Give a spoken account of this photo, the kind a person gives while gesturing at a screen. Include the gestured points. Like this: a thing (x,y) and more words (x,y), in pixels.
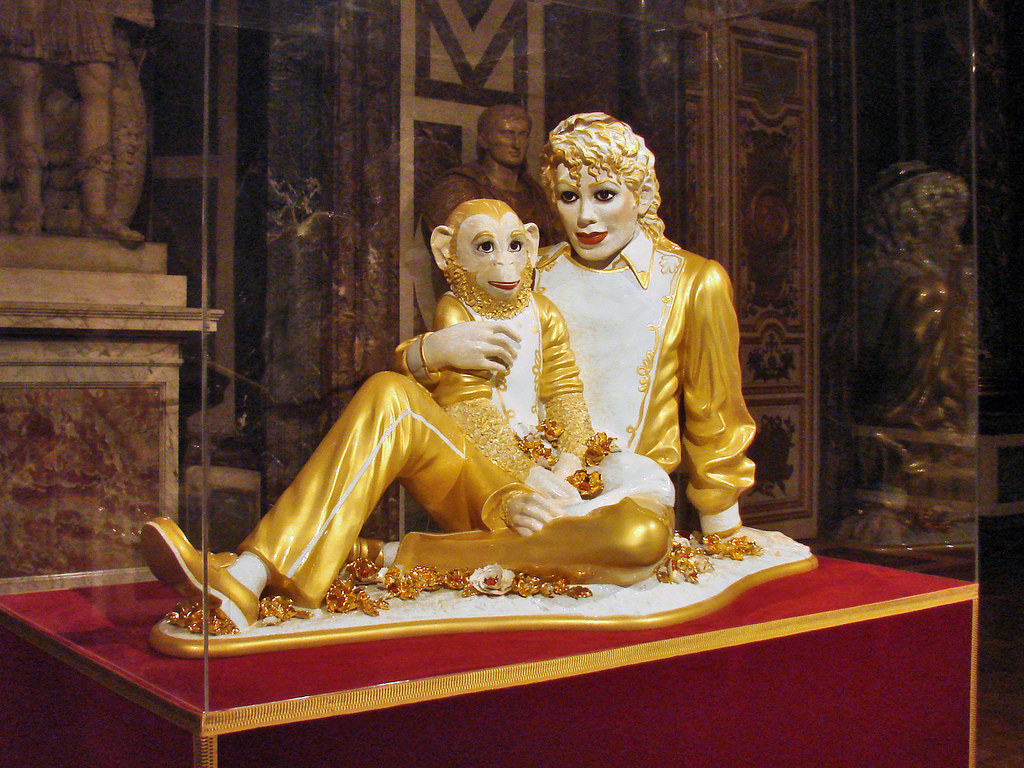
In this image in the front (365,662) there is an object (367,679) which is red and golden in colour and on the object (432,640) there are statues (495,398) of the animal (571,354) and there is a statue (613,372) of the person (604,374) which are white and golden in colour. In the background (32,144) there statues (932,266) and there is a wall (360,156).
